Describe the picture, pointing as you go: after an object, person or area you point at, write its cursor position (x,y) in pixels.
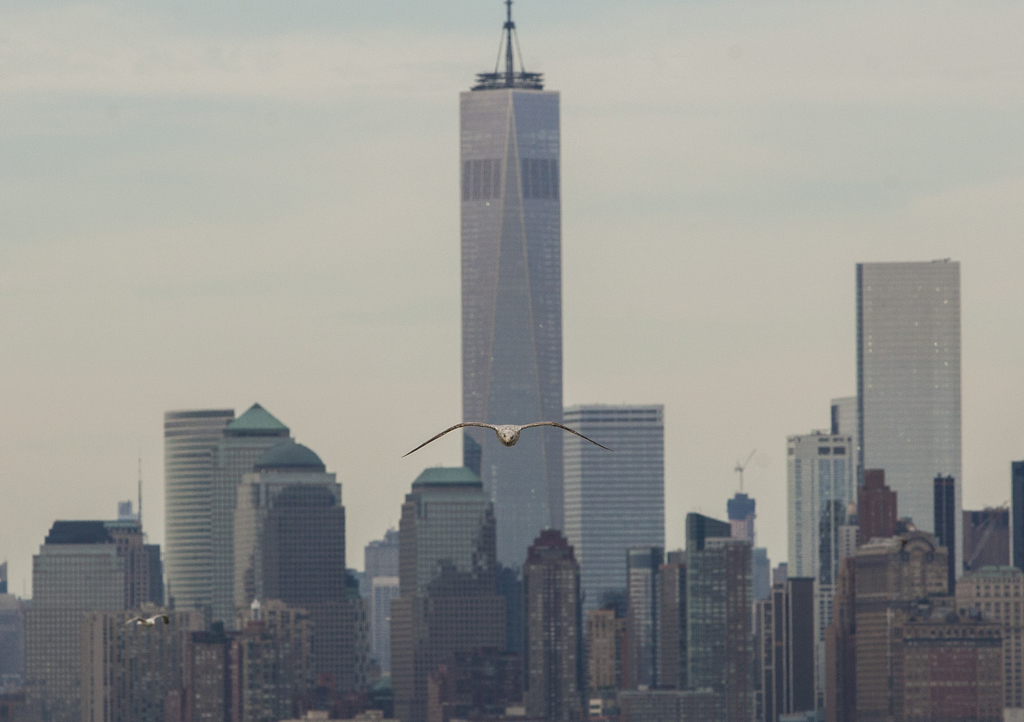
In this image we can see there are buildings (544,535) and bird (515,441) flying. And at the background (253,231), we can see the sky (253,229).
